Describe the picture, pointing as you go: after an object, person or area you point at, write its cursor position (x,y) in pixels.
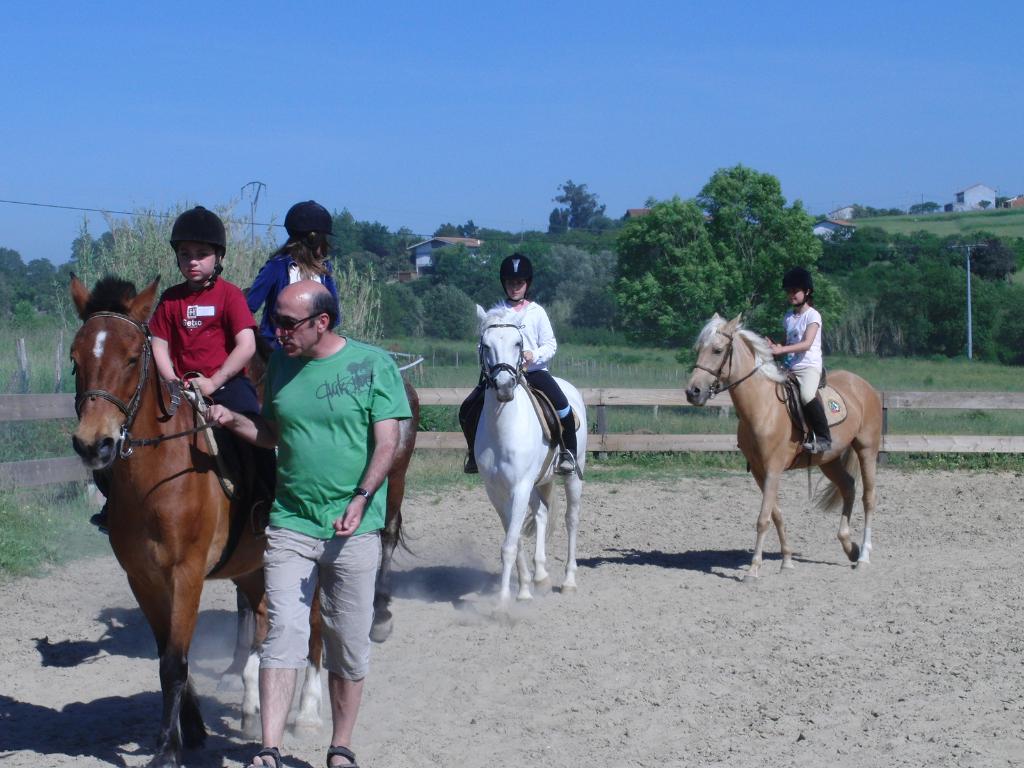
In the image there are few people (236,311) riding horse (568,382) and a man (308,348) in the left side (312,443) walking on the sand floor (749,630), on the background (845,279) there are trees (488,290) and above its sky (524,90).
